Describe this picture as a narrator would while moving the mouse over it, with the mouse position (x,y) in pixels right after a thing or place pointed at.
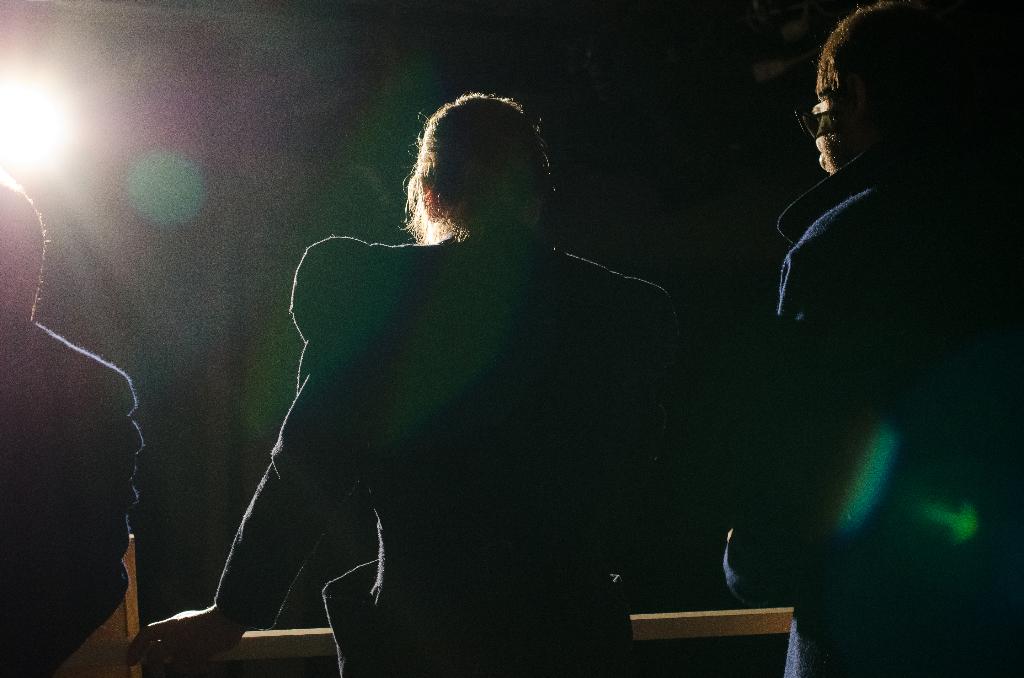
In this image there are three persons (623,447), there is an object (278,644) in front of the persons (538,639), there is a person (804,589) truncated towards the right of the image (881,199), there is a person (42,391) truncated towards the left of the image (47,422), there is a light (43,120) truncated towards the left of the image (84,157), the background of the image (710,100) is dark.
